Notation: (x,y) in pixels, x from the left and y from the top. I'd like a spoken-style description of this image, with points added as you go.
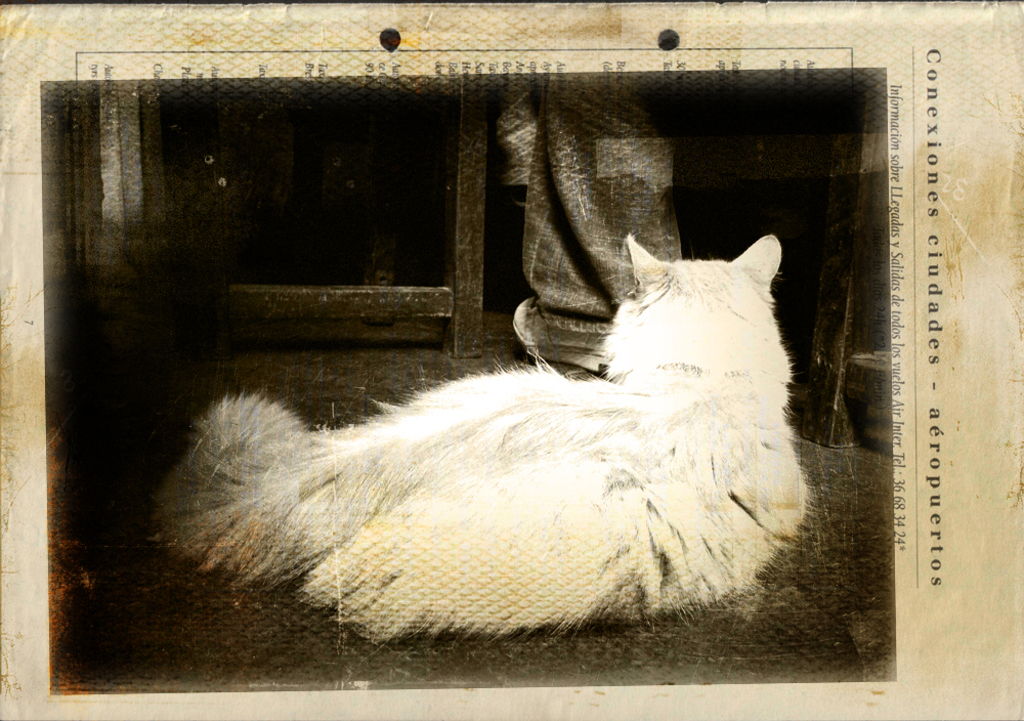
In this picture there is a white cat (472,520) lying and there is a person (597,214) standing at the table (852,325). At the bottom (994,616) there is a paper (959,177) and there is a text (931,293) on the paper (953,193).
